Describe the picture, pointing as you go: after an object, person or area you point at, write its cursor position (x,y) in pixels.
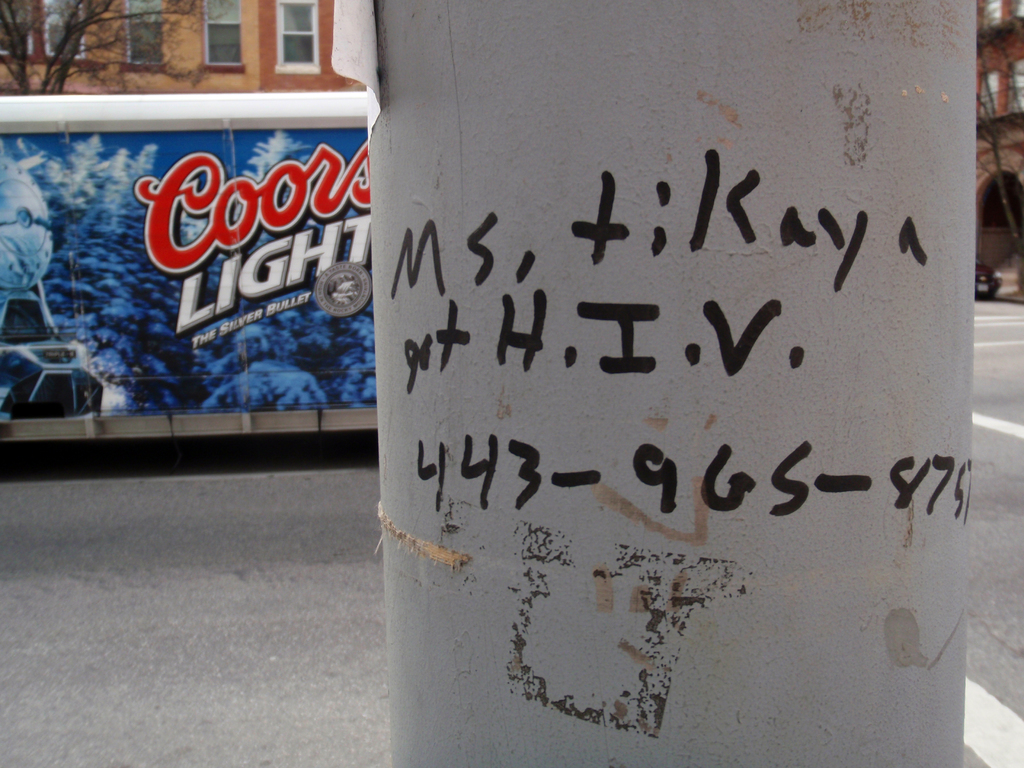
In this image there are some letters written on the pole (574,324), and in the background (293,383) there are buildings (1004,170), poster (23,297), trees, vehicle (117,411), road (1017,381).
